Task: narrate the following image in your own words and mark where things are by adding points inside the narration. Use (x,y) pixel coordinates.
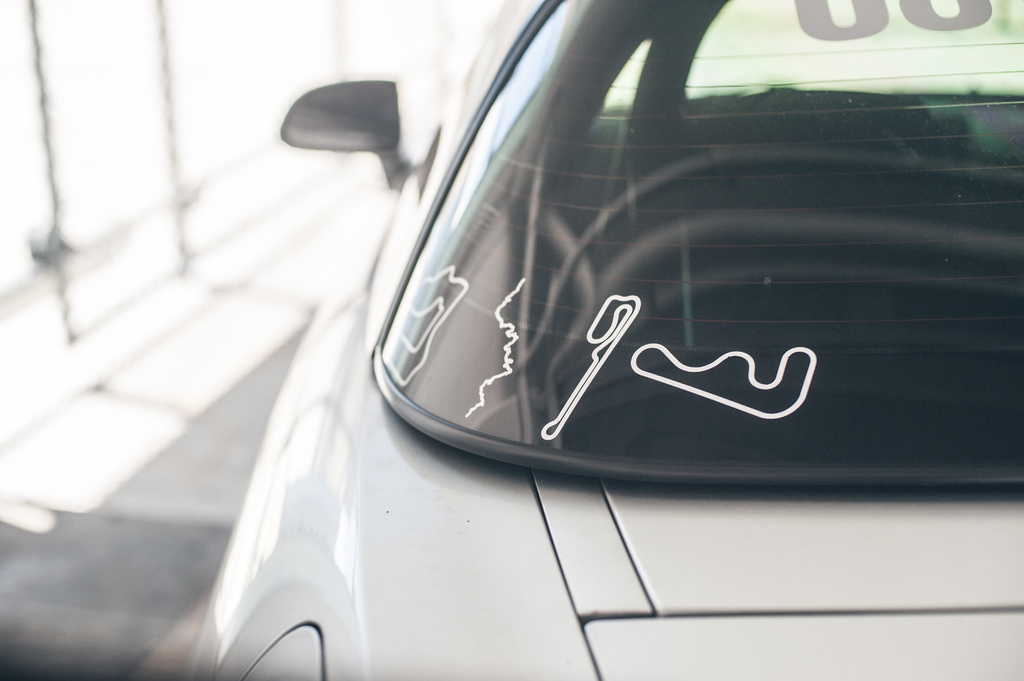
In this image I can see a white colour vehicle (468,262). I can also see few white stickers (740,354) on its windshield (504,314) and I can see this image is little bit blurry in the background (100,122).
